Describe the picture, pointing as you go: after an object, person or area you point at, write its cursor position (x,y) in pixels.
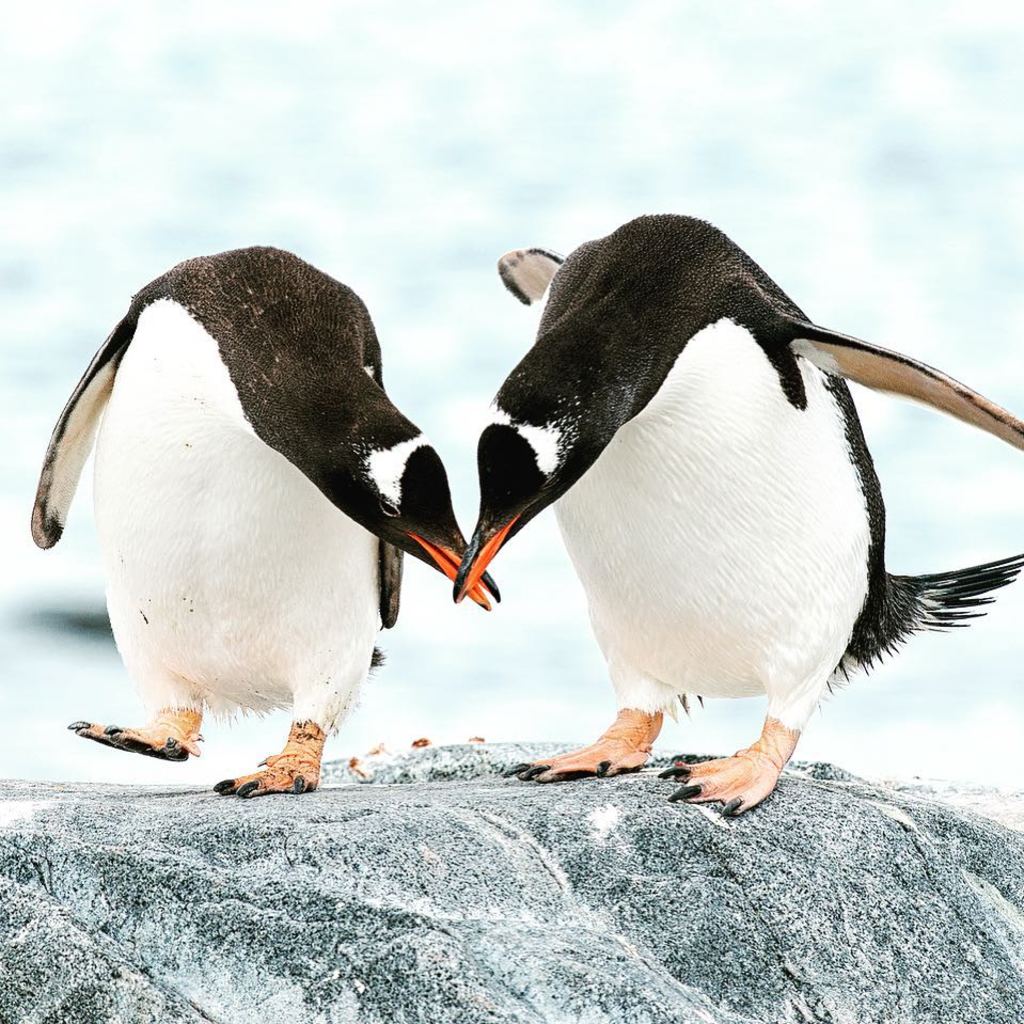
In this image I can see two penguins (593,775) on the rock (637,993). They are in white and black color. Background (475,203) is in blue and white color.
